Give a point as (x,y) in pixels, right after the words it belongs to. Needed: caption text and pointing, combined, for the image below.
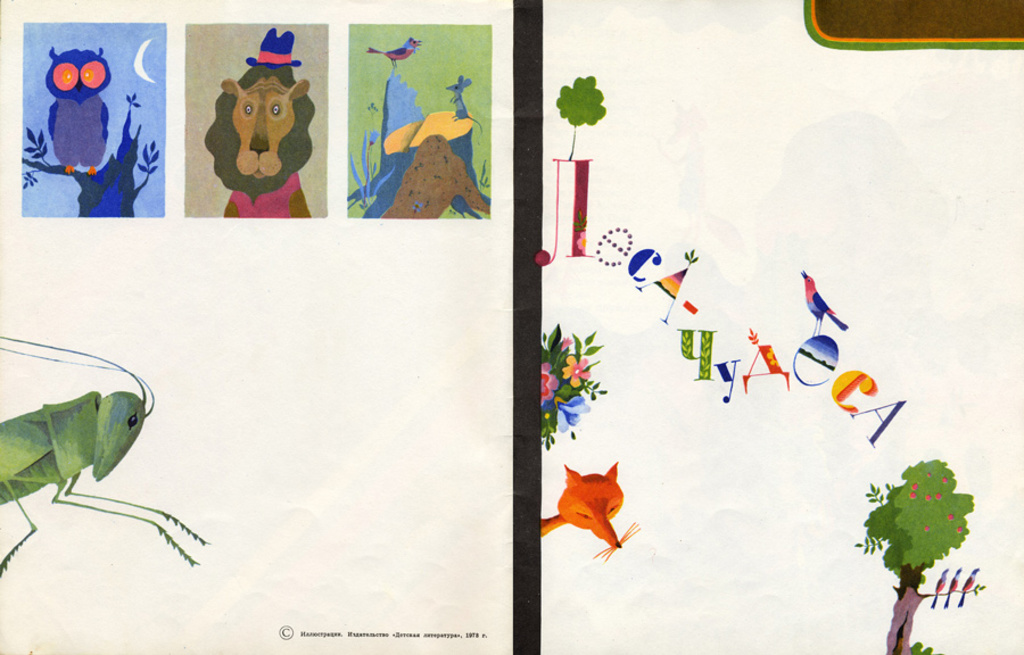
In this image I can see the collage picture in which I can see few paintings (135,197) of a owl (98,102) on the tree (114,183), a lion (224,101), a bird (406,47) and a mouse (456,88). I can see an insect (95,417) which is green in color, few trees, an animal (583,481) which is brown and orange in color and few flowers (577,358).
